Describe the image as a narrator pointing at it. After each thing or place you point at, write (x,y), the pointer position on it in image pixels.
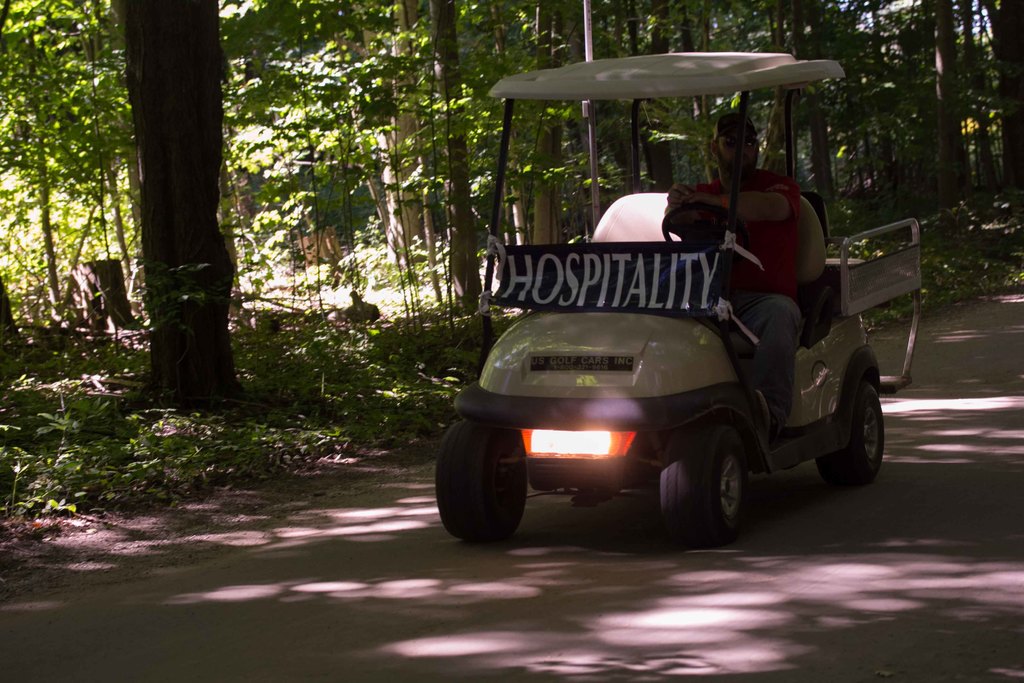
In the foreground of the picture (775,257) there is a vehicle (679,343), a person (743,187) is riding the vehicle (626,455). In the center of the picture (379,239) there are trees (458,120), plants (924,154) and other objects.
